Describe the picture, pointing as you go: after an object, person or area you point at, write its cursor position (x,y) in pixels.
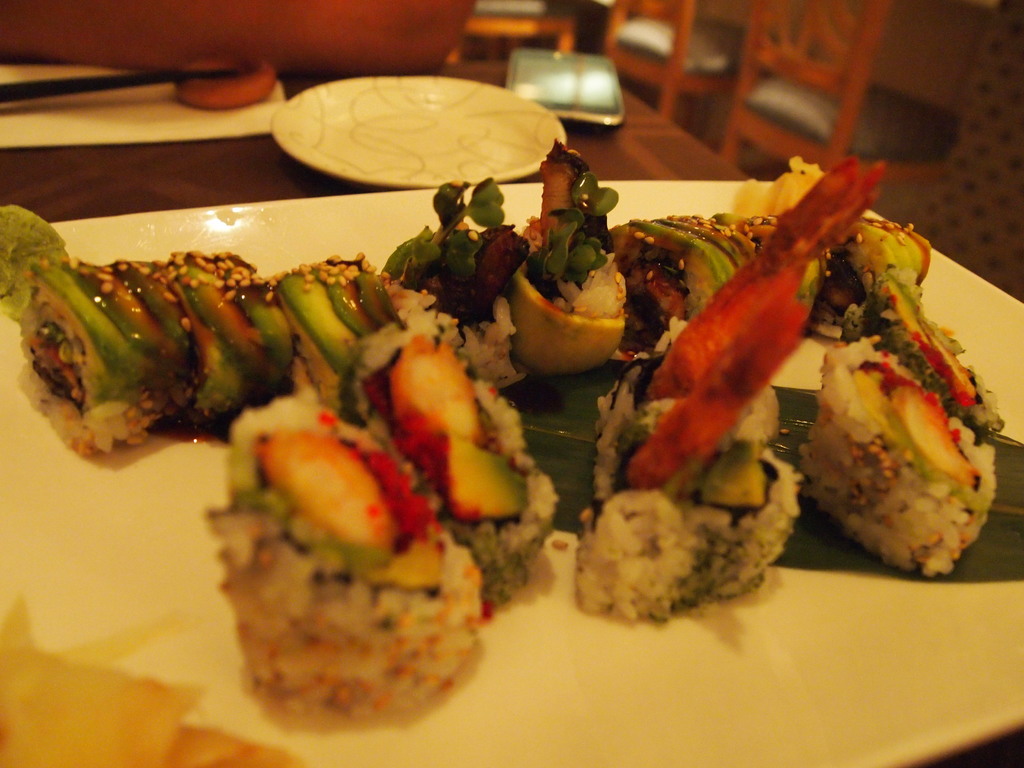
In this picture we can see food (472,550) in the plate (715,612) and in the background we can see a plate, mobile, chairs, wall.
